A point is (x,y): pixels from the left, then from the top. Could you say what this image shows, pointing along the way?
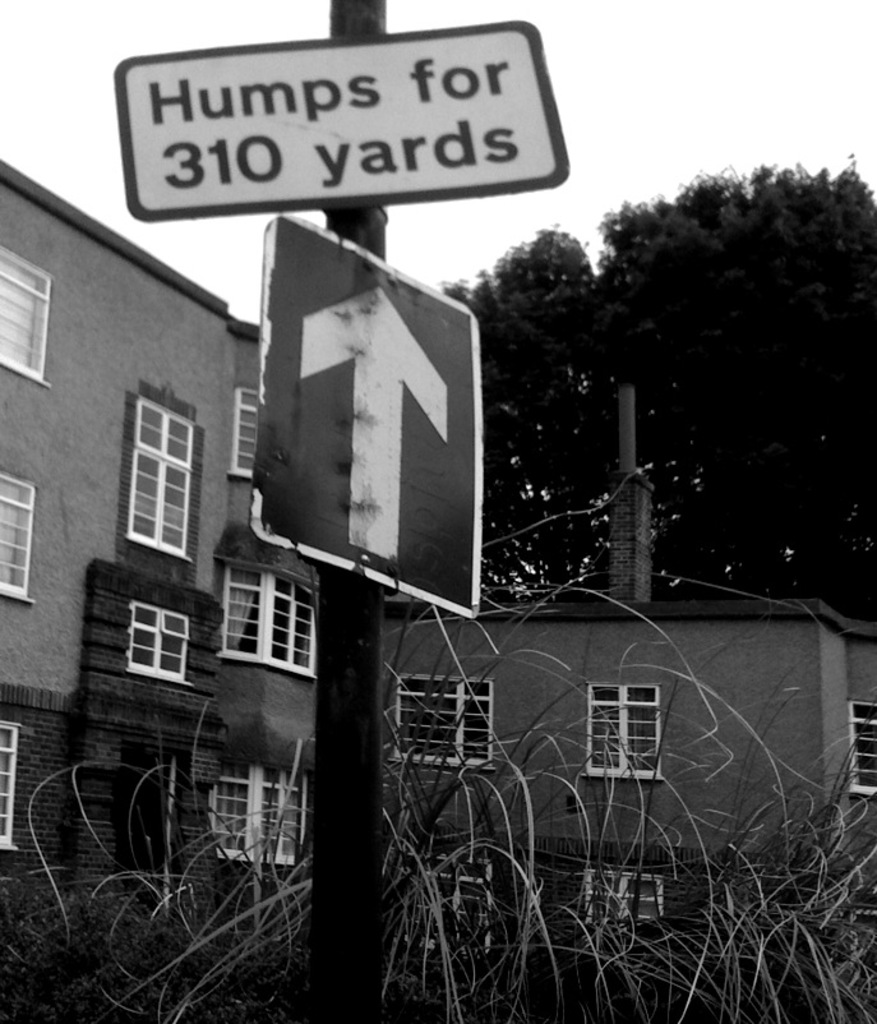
In this picture we can see buildings (39,693) with windows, trees (711,243), signboards (412,530) and in the background (72,14) we can see the sky (759,29).
